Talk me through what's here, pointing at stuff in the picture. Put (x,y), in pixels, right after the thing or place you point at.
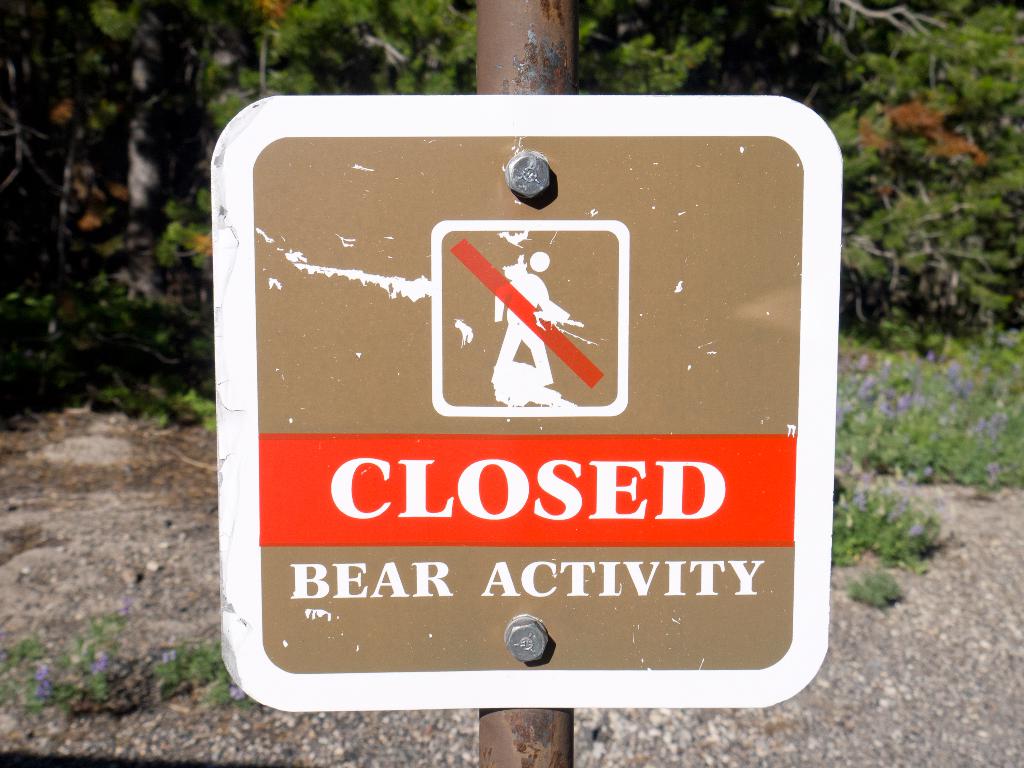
This image consists of a board (604,497) fixed to a pole (483,81) with the help of bolts (525,653). At the bottom (1004,711), there is a ground (1000,542). In the background (383,21), there are trees (50,210).
